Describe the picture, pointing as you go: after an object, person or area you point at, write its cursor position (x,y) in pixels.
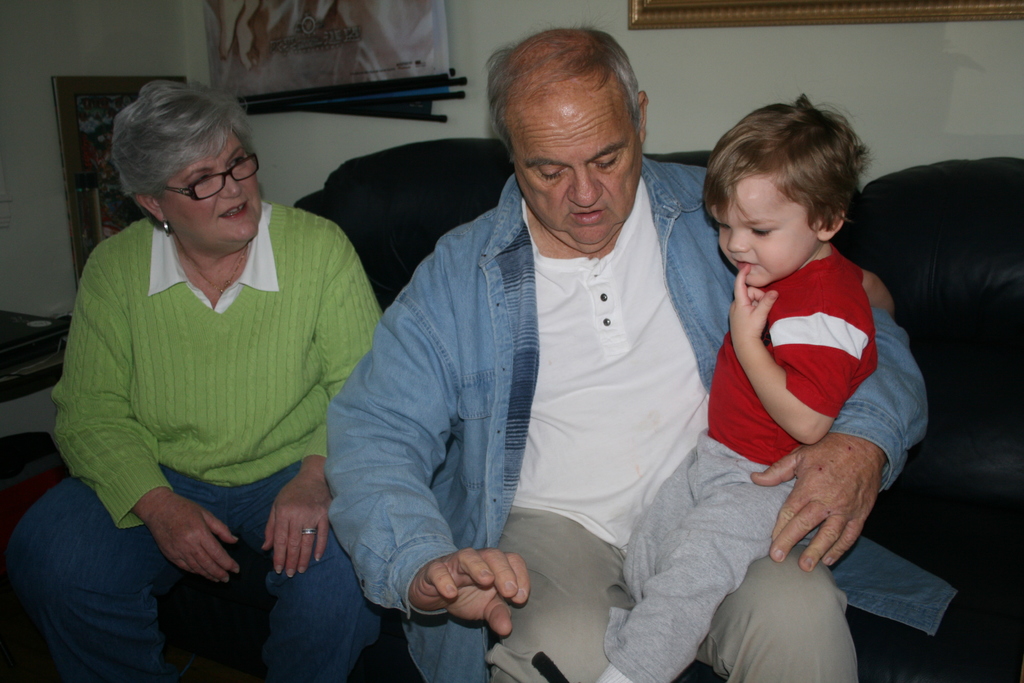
In this picture I can see a man (584,308) and a woman (218,123) sitting on the couch (955,322), there is a boy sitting on a person's lap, there are some objects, and in the background (292,48) there are banners (292,48) and a frame (84,80) to the wall (920,128).
